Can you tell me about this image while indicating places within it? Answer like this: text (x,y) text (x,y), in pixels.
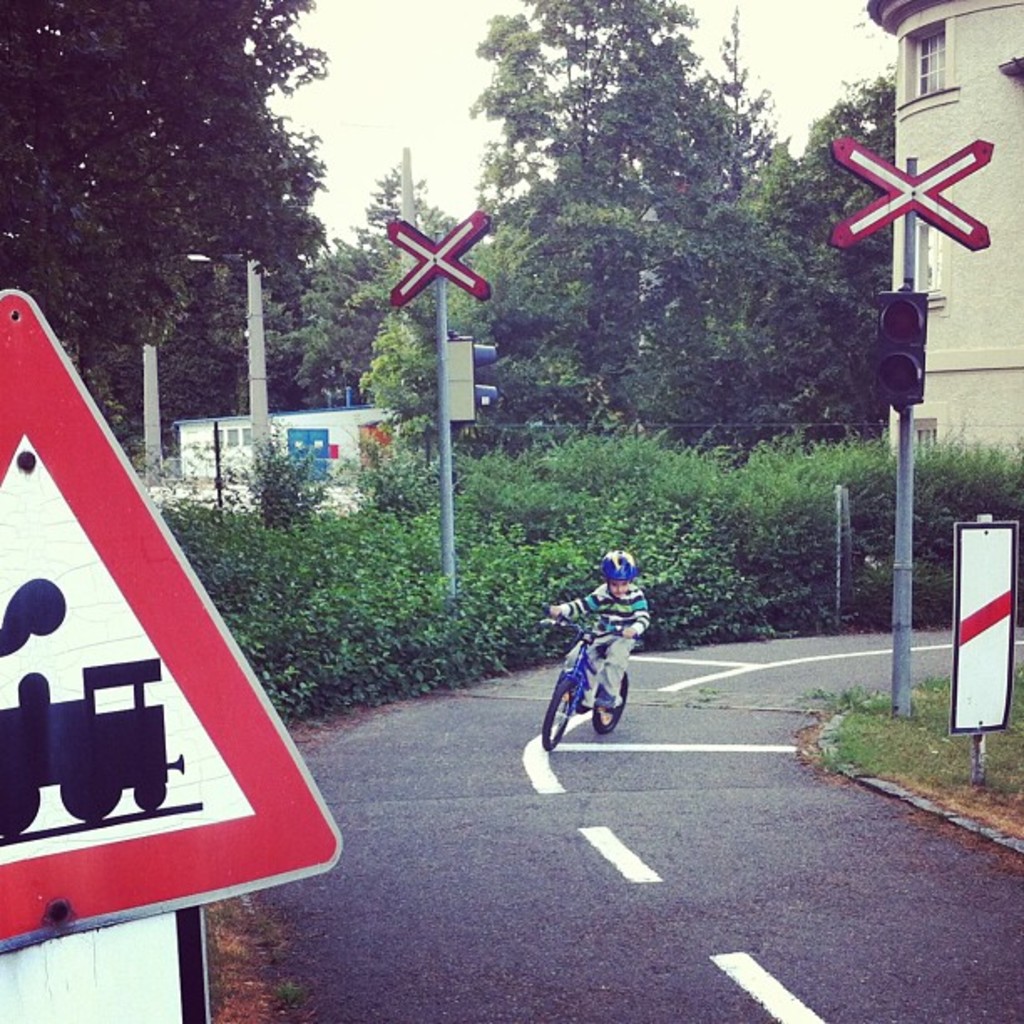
This is a boy (612,634) riding a bicycle (547,725) on the road (499,735). These are the trees (608,322) and the bushes (564,549). I can see the sign boards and traffic lights (468,378), which are attached to the poles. On the right side of the image (999,155), I can see a building (973,93) with a window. This looks like the grass (932,736).
